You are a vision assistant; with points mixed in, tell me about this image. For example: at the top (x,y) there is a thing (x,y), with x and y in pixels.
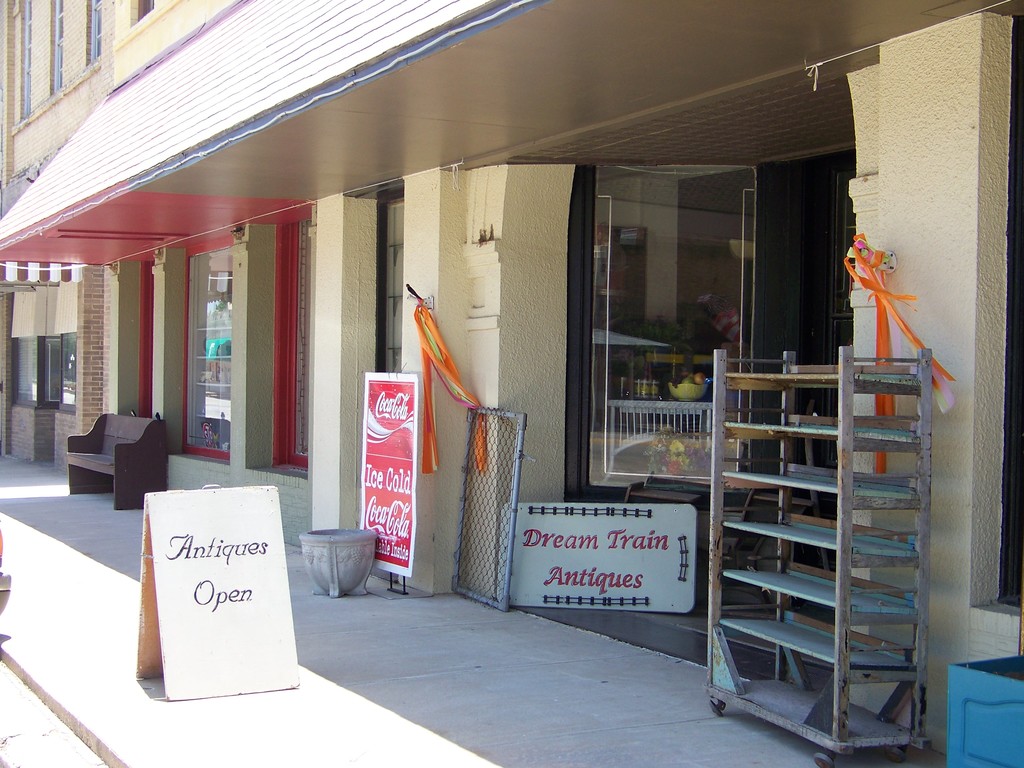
In this image I can see the buildings (186,193). I can see the boards (214,497) and the bench (86,468) in-front of the building (452,318). I can see the rack (778,596) and some objects (510,485) can be seen.
